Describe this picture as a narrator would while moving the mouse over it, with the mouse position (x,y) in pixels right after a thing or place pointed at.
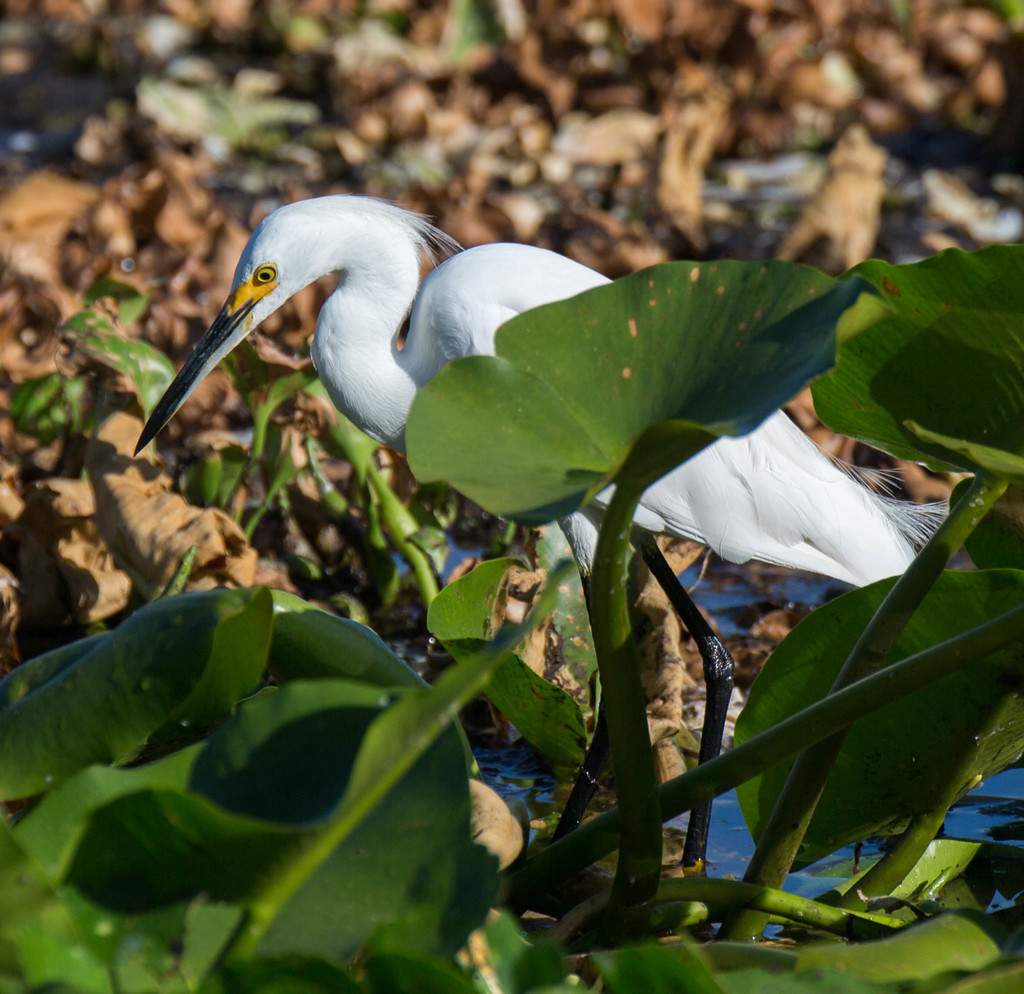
In this image I can see a bird (448,305) which is black, white and yellow in color is standing and a plant (336,727) which is green in color. I can see the water (712,827) and number of leaves (162,477) on the ground (542,95) which are brown in color.
